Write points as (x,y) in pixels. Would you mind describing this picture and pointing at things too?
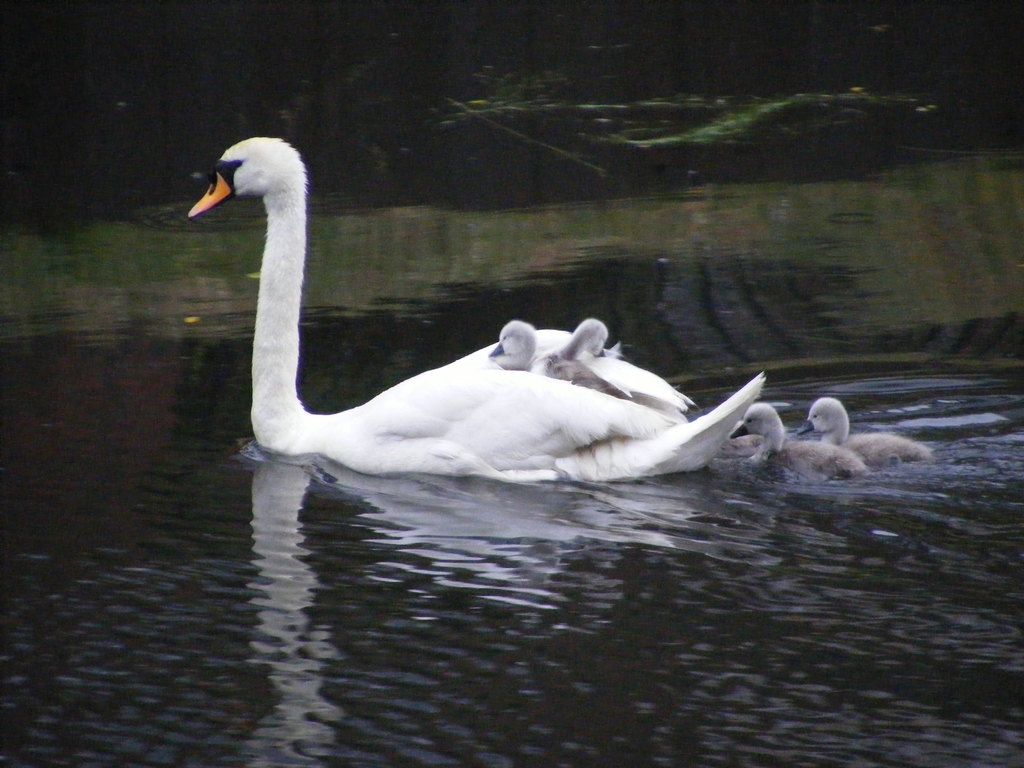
In this picture, we see a swan (412,417) and the cygnets (722,455) are swimming in the water (407,360). At the bottom (439,548), we see water (596,550) and this water (461,695) might be in the lake (769,636). There are water (669,92) in the background (484,48). This picture is blurred in the background (676,204).
